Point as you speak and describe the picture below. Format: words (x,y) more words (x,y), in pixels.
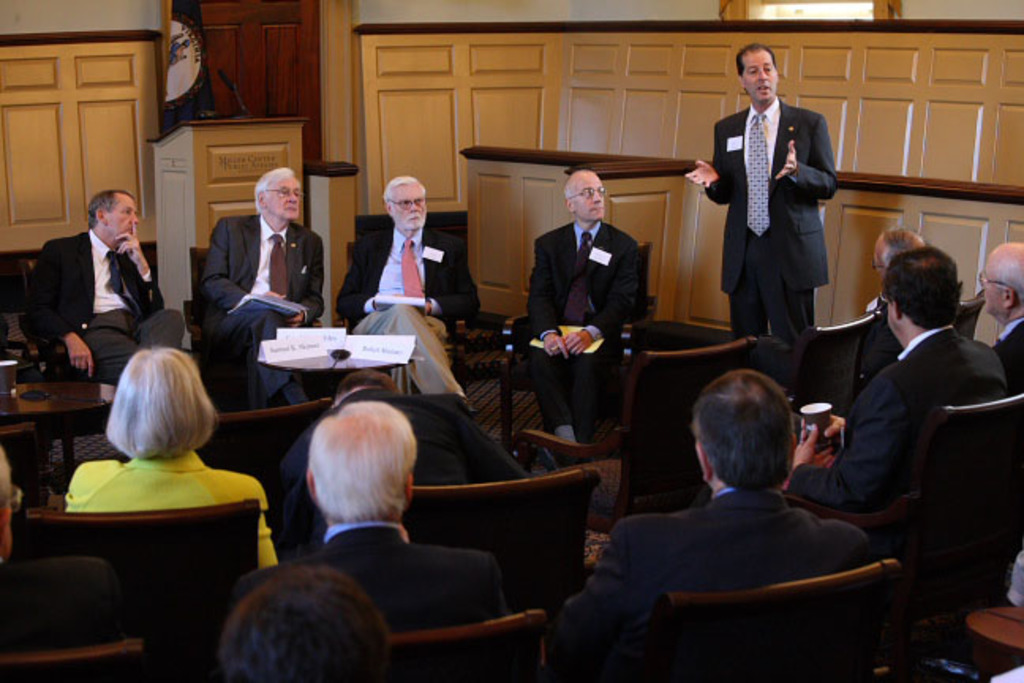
In the center of the image (546,243) there are people (399,574) sitting on chairs (963,329). To the right side of the image (724,274) there is a person (818,145) standing and talking. In the background of the image (713,223) there is a wall (717,106).
